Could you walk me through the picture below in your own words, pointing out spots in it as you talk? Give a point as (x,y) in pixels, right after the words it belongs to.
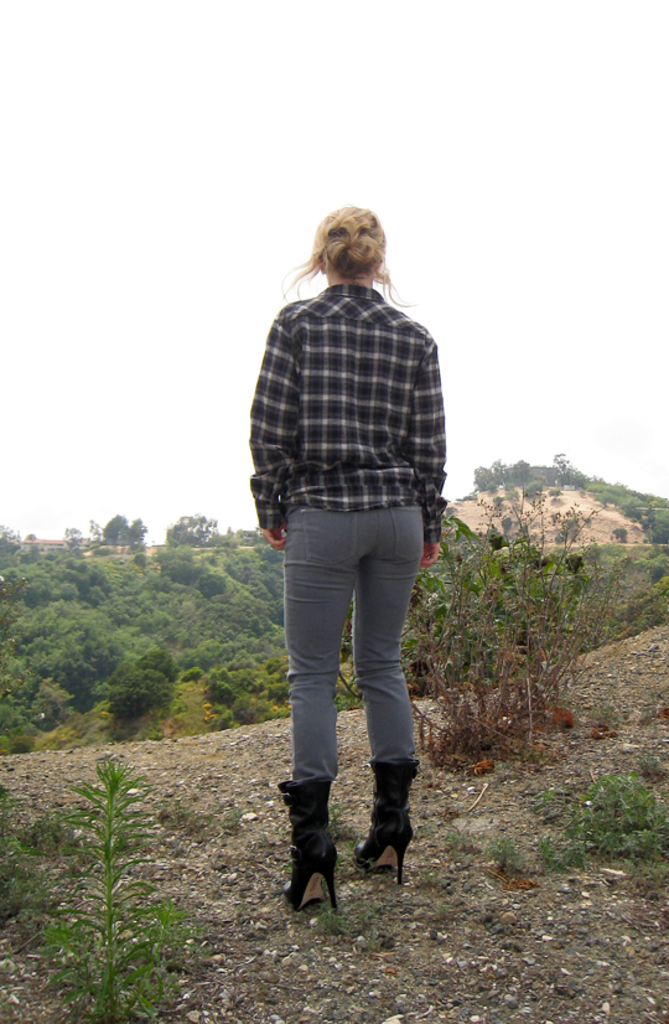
In the center of the picture (321,395) there is a woman (337,498) standing. In the foreground (567,761) there are plants (600,838) and stones (147,809). In the background (203,600) there are trees (144,645) and hill (550,549). Sky (218,181) is cloudy.
